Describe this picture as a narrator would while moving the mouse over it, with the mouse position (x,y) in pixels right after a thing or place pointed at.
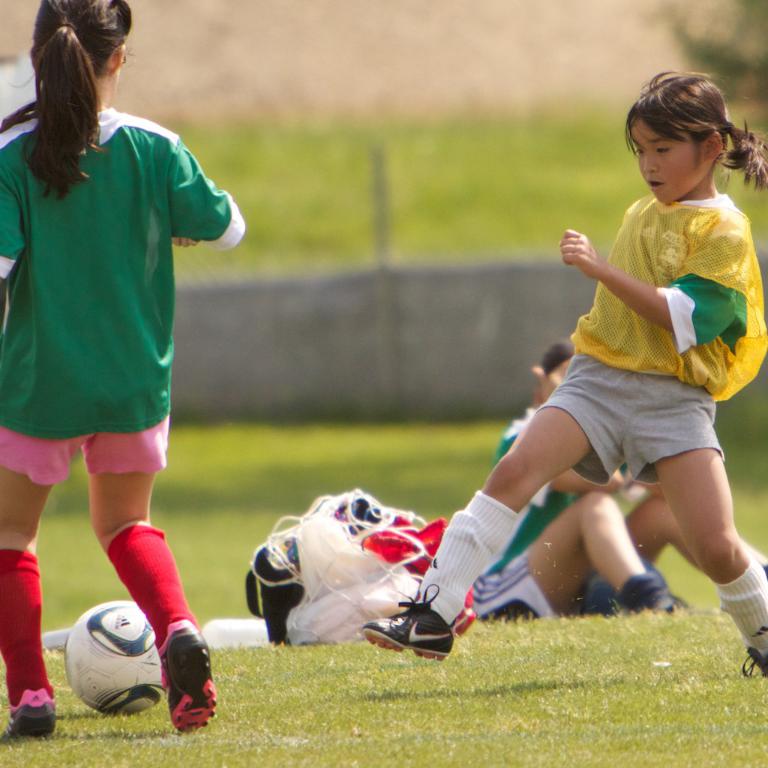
Here we see two girls (29,402), playing a football (79,661) on a Green Field (355,683).
